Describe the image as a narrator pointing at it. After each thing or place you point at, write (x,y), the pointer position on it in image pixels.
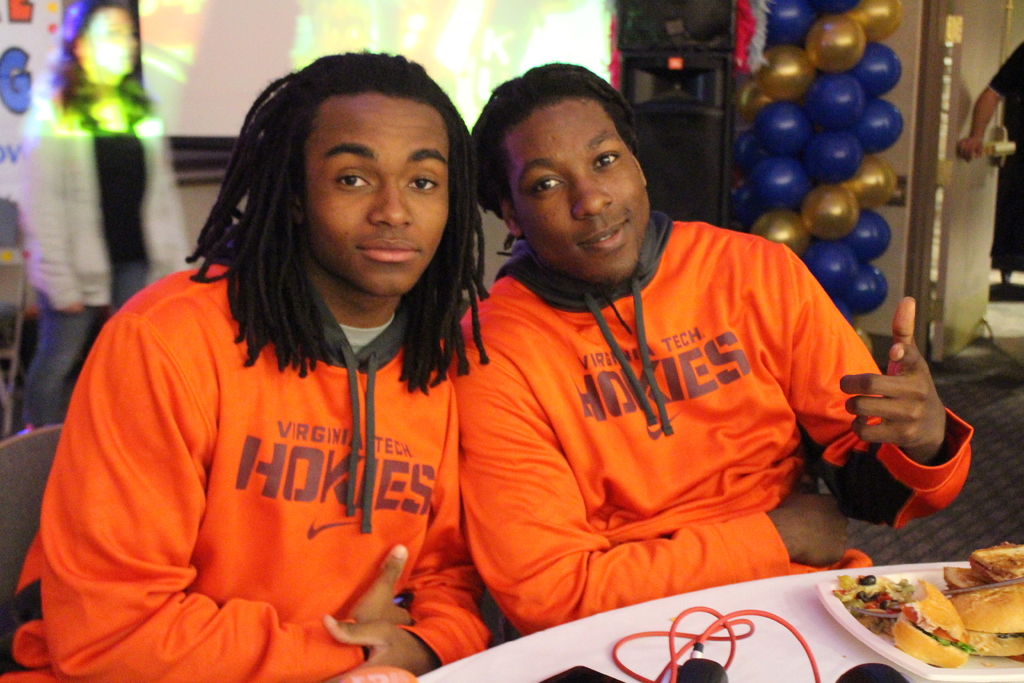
In this picture there are two boys (473,323) in the center of the image (580,370) and there is a table (821,656) at the bottom side of the image, which contains food items (868,609) on it, there is a projector screen (366,2) at the top side of the image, there are balloons (826,90) and speakers (634,61) in the background area of the image (684,89).
